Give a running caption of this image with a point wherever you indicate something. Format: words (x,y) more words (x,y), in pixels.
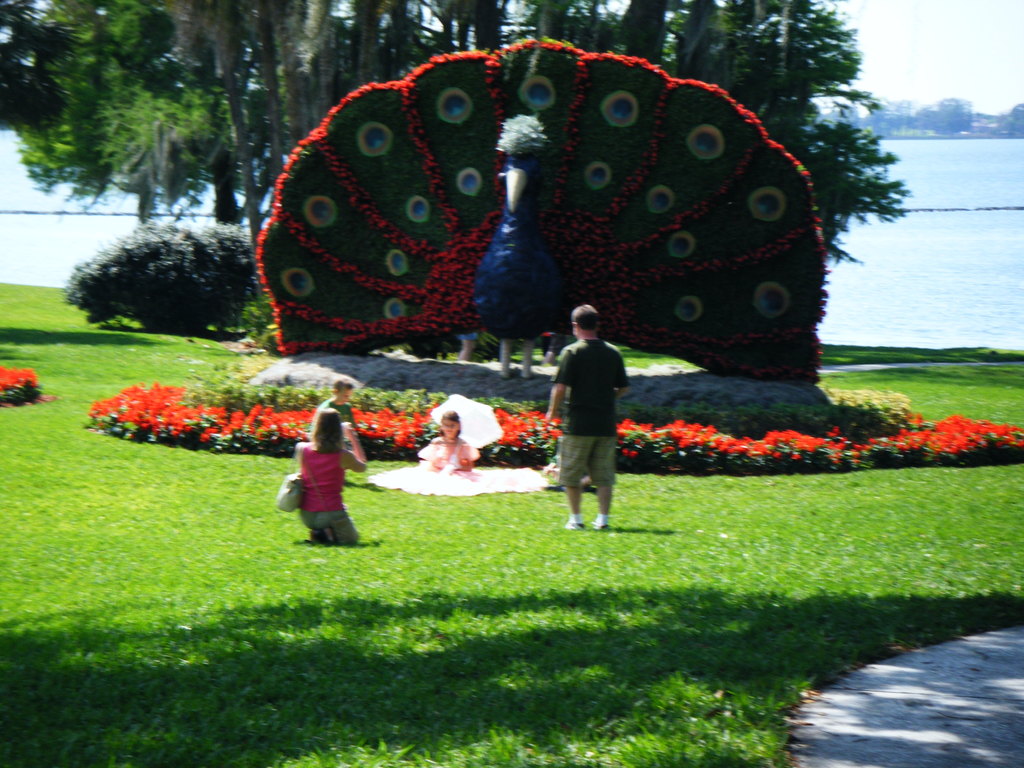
In this image we can see the trees (151,35), plants (377,421) and also the grass (419,559). We can also see the people (582,319). We can see the depiction of a peacock (522,143). Image also consists of the path (942,690), water (961,229) and also the buildings (984,122) in the background (1001,127). We can also see the sky (916,47).
